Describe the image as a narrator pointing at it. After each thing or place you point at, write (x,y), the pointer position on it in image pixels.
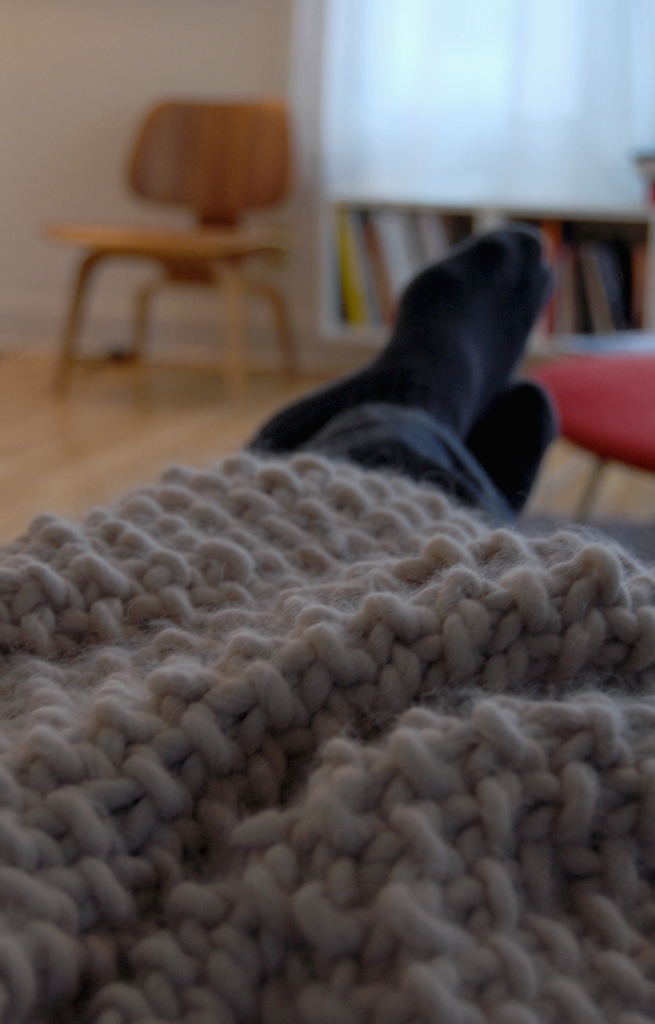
In this image we can see there are person's legs (434,316) and cloth (346,763). And we can see there are chairs (582,376), wall (73,44) and there are books (574,330) on a rack (596,336).
